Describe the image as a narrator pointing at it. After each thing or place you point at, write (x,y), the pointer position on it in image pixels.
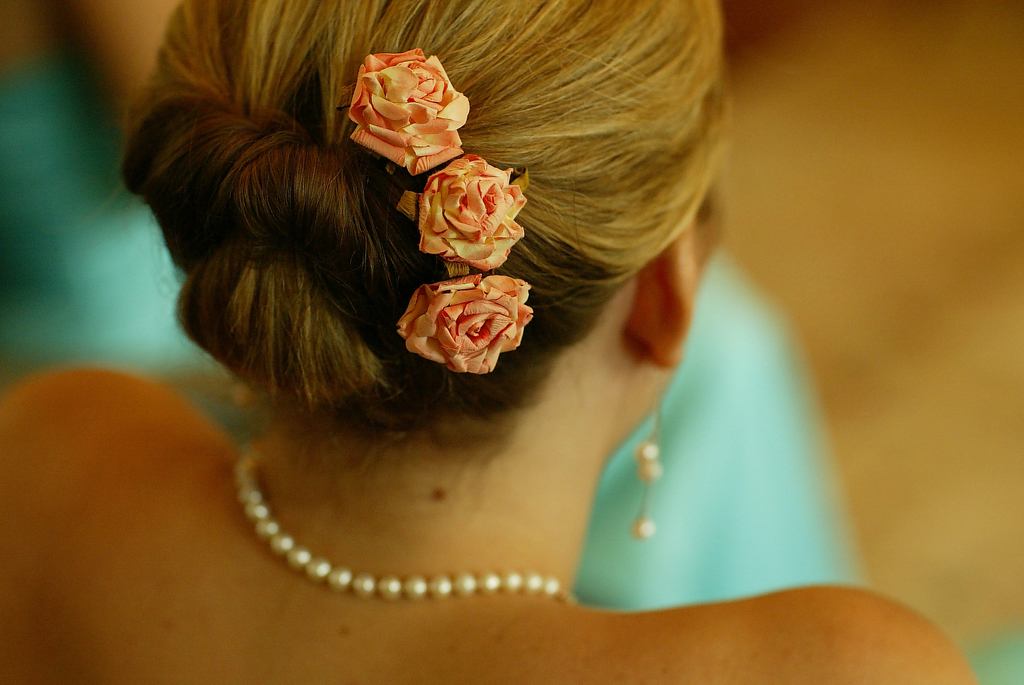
On the left side (230,561), there is a woman (302,148) having three pink color rose flowers (453,93) tied with hair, white color bead chain (294,548) on her neck (559,565) and a white color bead earring (656,451). And the background (859,106) is blurred.
